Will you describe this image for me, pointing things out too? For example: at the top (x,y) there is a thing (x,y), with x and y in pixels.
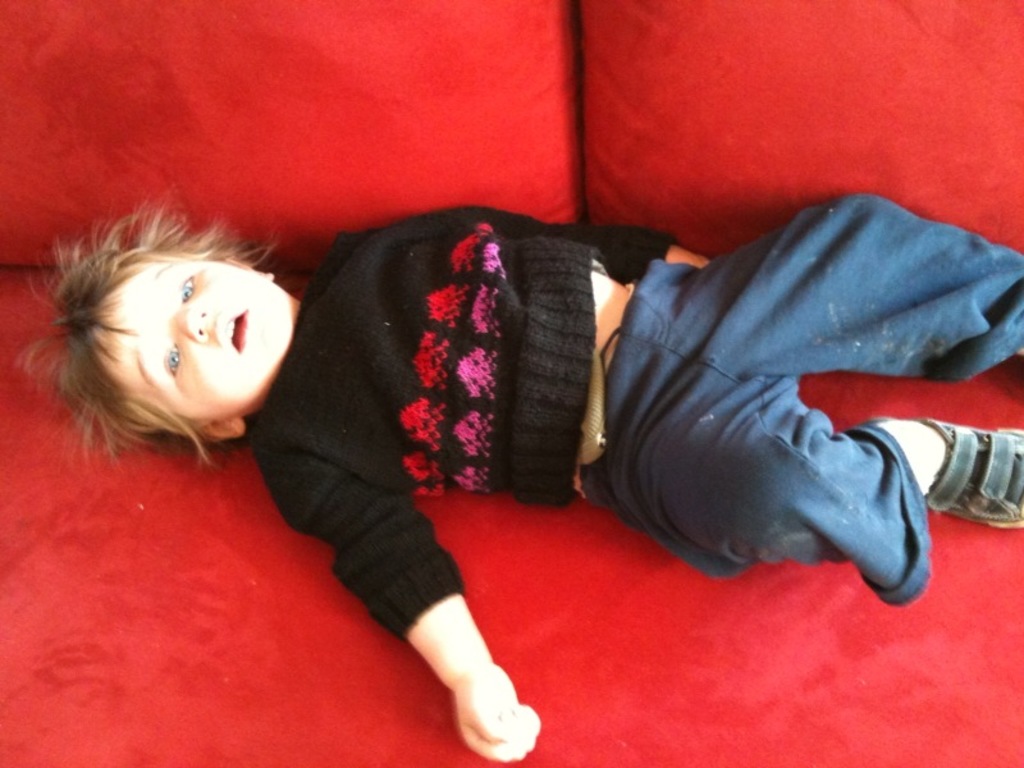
In the middle of this image (648,298), there is a child (361,281) in black color t-shirt (368,361), lying on red color cloth (1013,647). Beside this child (630,311), there are two red color pillows (467,32).
